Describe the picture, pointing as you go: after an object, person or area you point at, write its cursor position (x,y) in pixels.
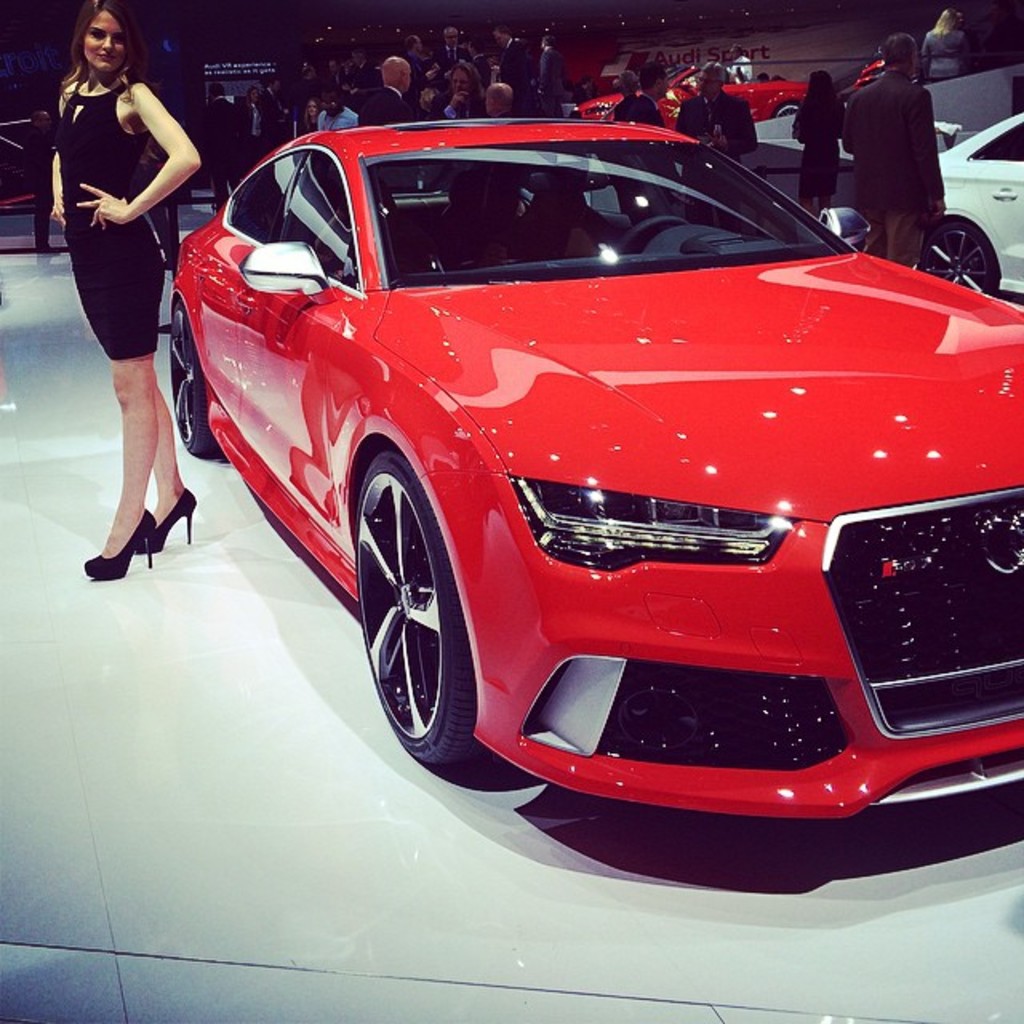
In this image we can see people (218,150) standing and motor vehicles (379,593) on the floor (301,603). In the background (719,50) we can see barrier poles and advertisement board (682,62).
